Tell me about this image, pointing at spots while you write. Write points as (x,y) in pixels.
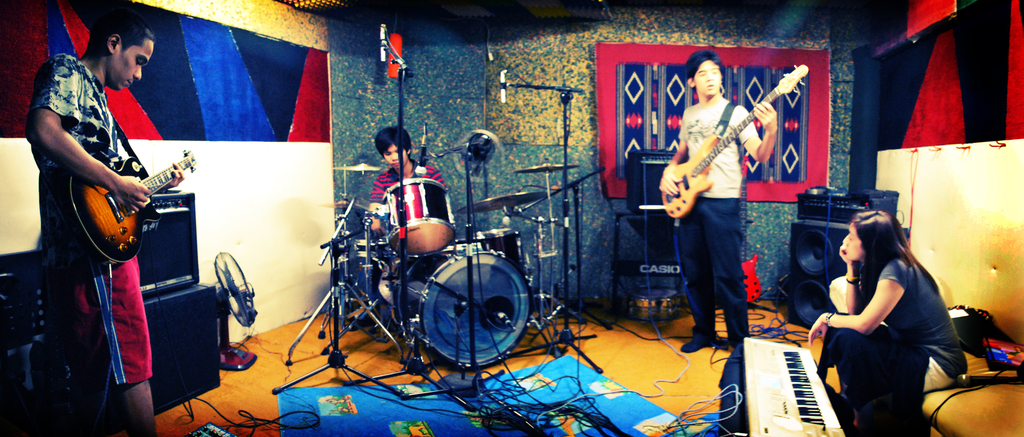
There are three men (44,186) playing musical instruments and woman (957,346) sitting by piano (750,353).
